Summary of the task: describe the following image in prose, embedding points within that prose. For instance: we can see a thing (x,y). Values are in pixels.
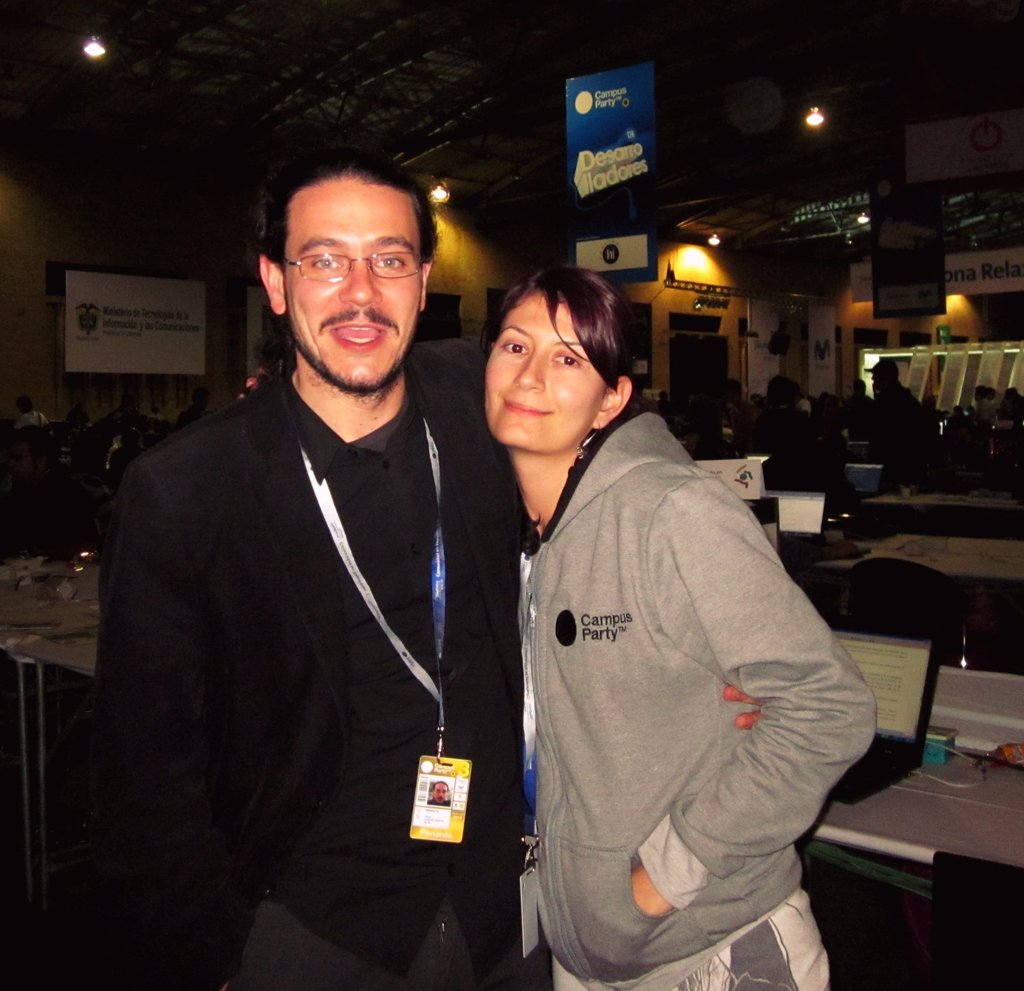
In the middle (495,534) a man (198,488) is standing. He wear a black color shirt (366,611) and ID card (448,826) is smiling. He wear a spectacles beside a girl (644,893) is standing she is wearing a grey color coat (654,678) behind them there are lights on the top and laptop (900,702) in the right (910,683).
